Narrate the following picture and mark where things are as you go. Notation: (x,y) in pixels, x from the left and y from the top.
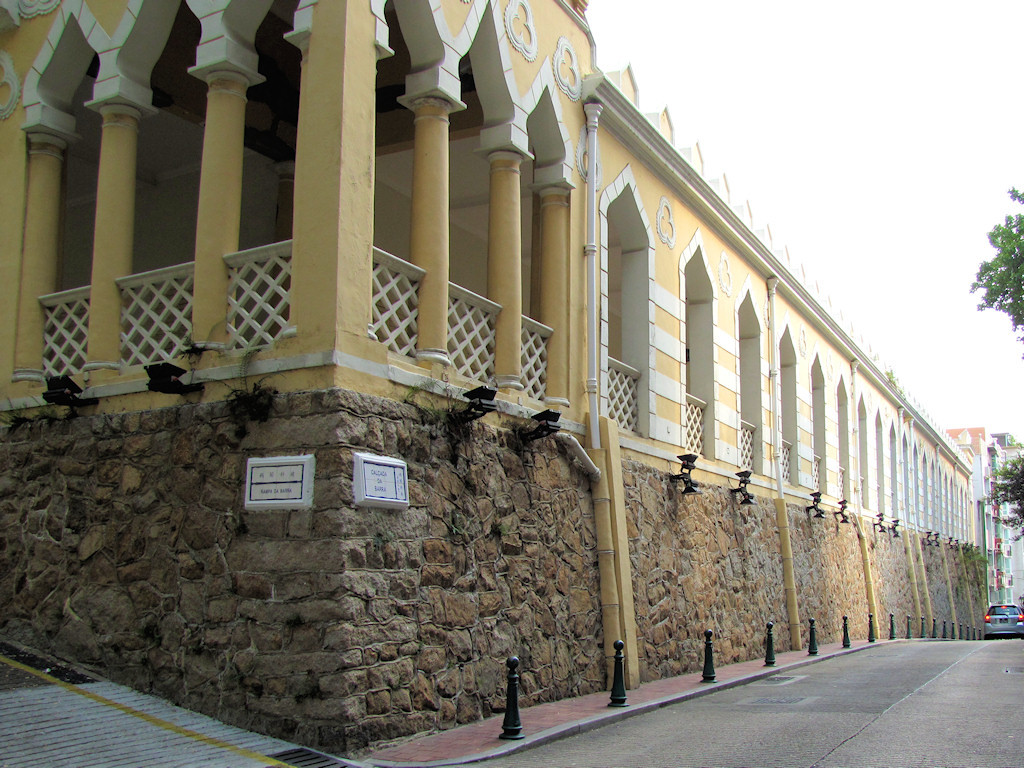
In this picture there is a building (519,485) which has few lights (159,389) attached to the wall (814,544) of it and there is a vehicle (1010,628), few trees (996,268) and buildings (993,485) in the right corner (992,509).
